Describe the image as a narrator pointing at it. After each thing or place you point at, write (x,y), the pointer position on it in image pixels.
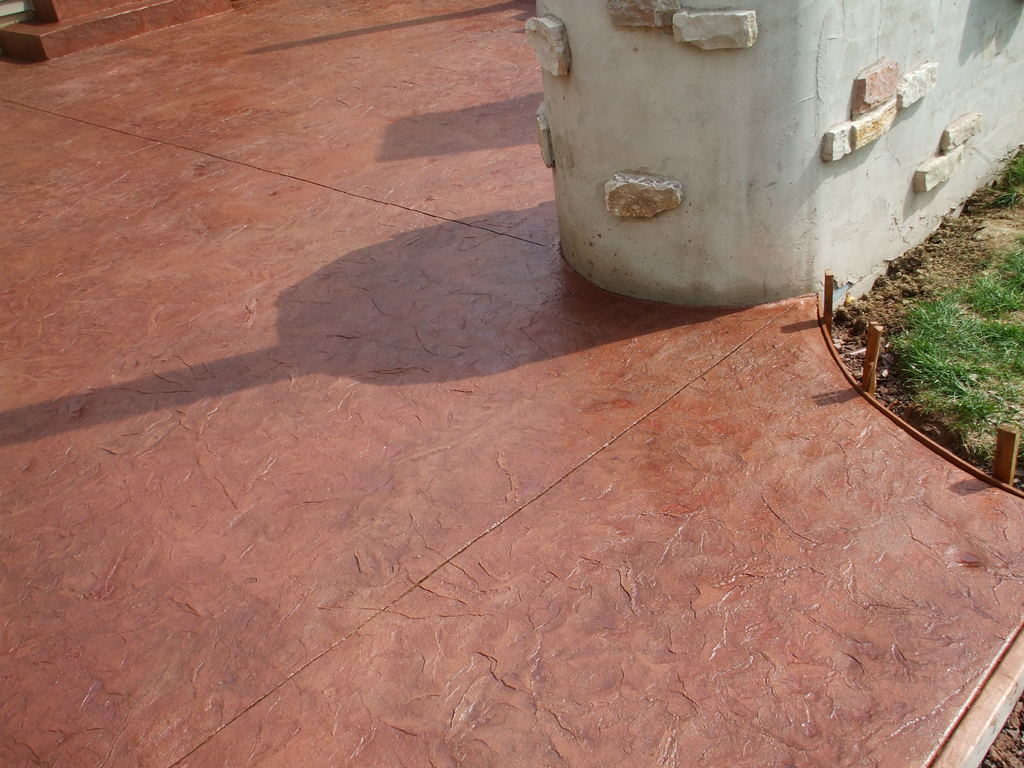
In the picture we can see a path (769,737) which is brown in color and beside it, we can see a part of the grass surface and a wall (911,123) which is white in color and some stones (550,49) to it.
